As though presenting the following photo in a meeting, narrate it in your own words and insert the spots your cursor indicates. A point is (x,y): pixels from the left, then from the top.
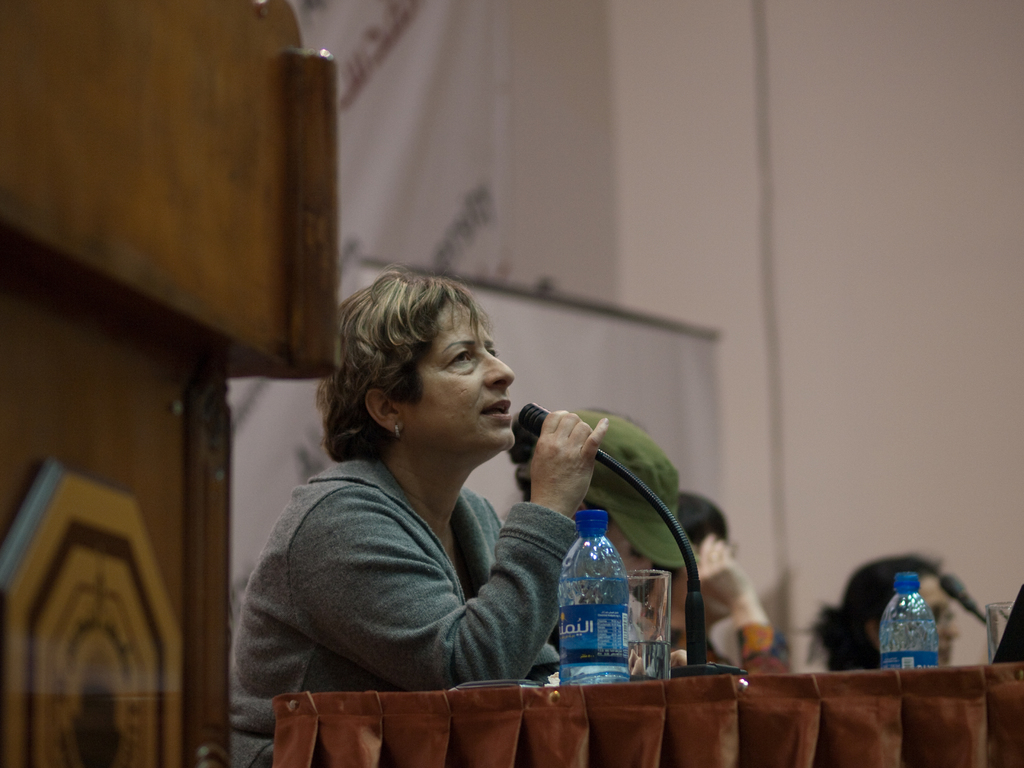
In this image there is a lady person (410,500) who is holding a microphone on her right hand (554,482) and there is a bottle (615,625) on the table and at the background (653,480) there are group of persons (941,615).
